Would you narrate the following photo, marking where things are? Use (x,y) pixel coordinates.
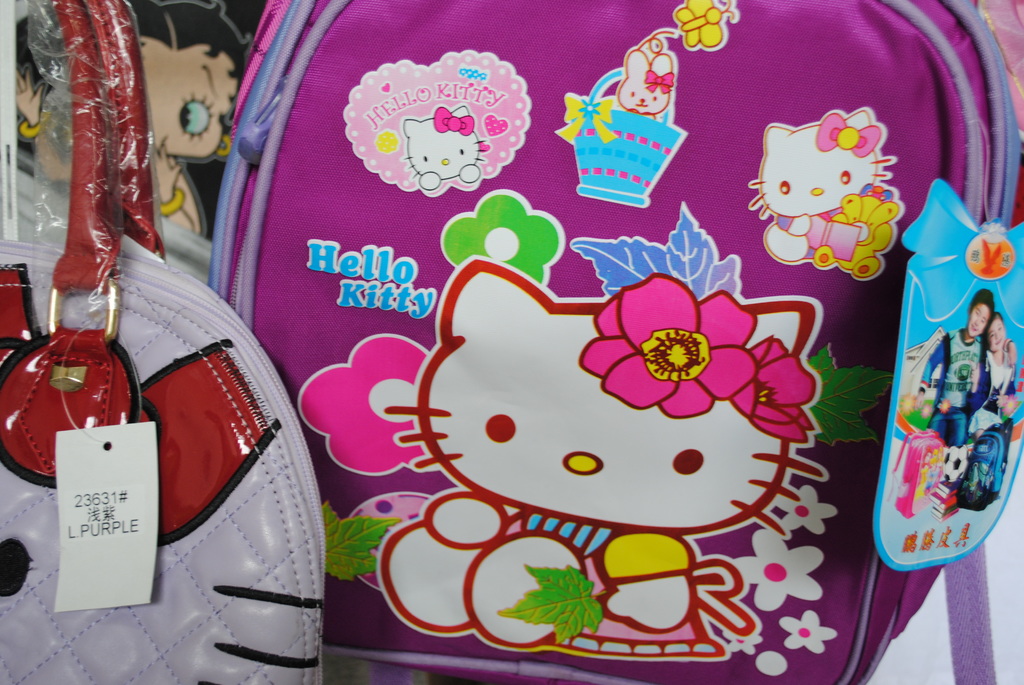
In this image, there is a bag (325,163) which is colored pink. On this bag (288,277) there are some cartoons (612,77). There is an another bag (247,371) on the left side of the image (252,396) which is colored white and red.
